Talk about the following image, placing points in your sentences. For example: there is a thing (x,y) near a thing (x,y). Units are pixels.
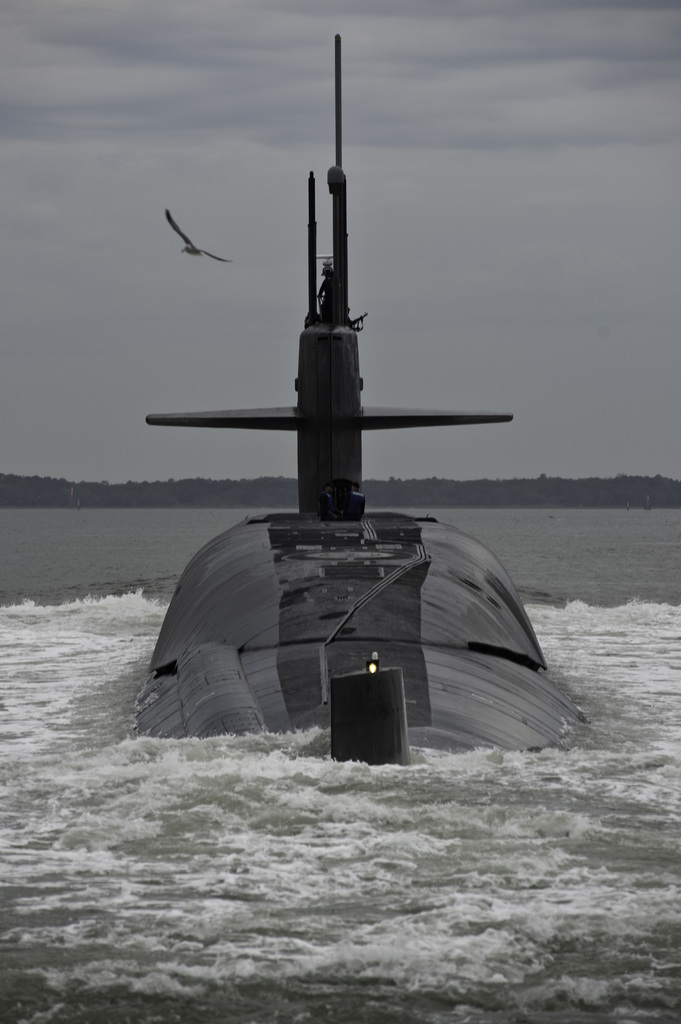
This is a colour image. In this image I can see a boat (262,666) in the water (281,889). In the background (286,485) there are trees (120,494). On the left side (176,226) there is a bird (192,246) flying in the air (165,295). At the top of the image (167,98) I can see the sky (213,62).
